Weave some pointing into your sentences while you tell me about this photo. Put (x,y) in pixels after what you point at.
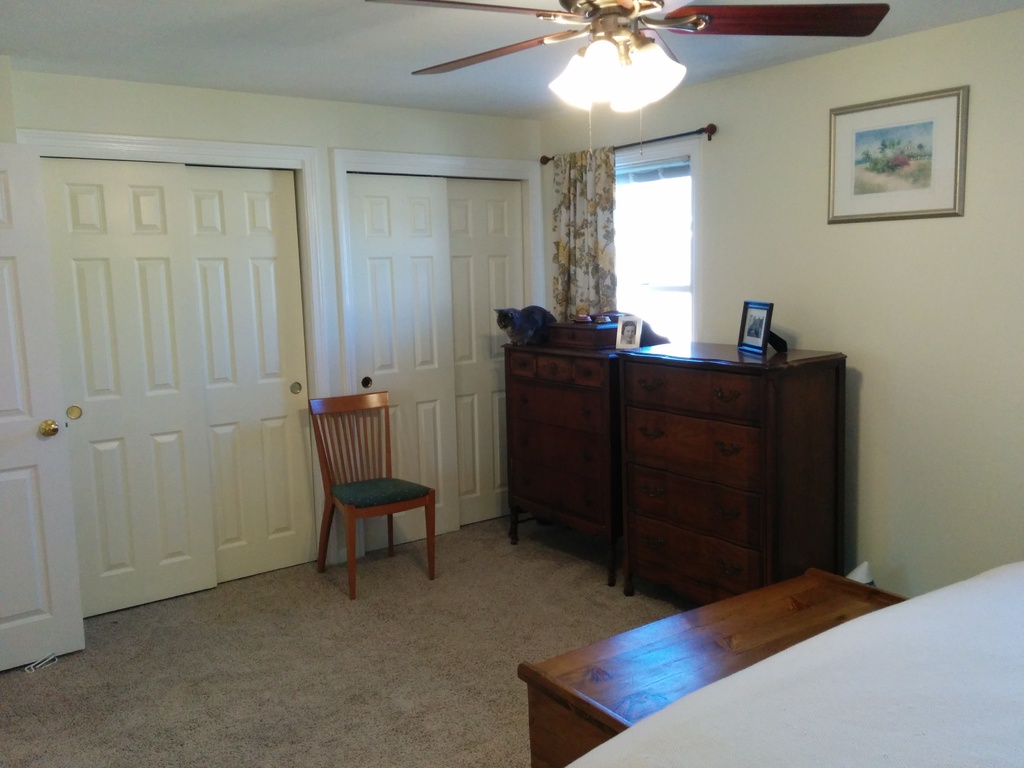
In this image there is a chair (332,507), wardrobe (752,457) at the top of the image (683,76) there is a fan (642,121) and at the right side of the image (889,180) there is a painting (888,172) and at the left side of the image (162,492) there is a door (159,549).
